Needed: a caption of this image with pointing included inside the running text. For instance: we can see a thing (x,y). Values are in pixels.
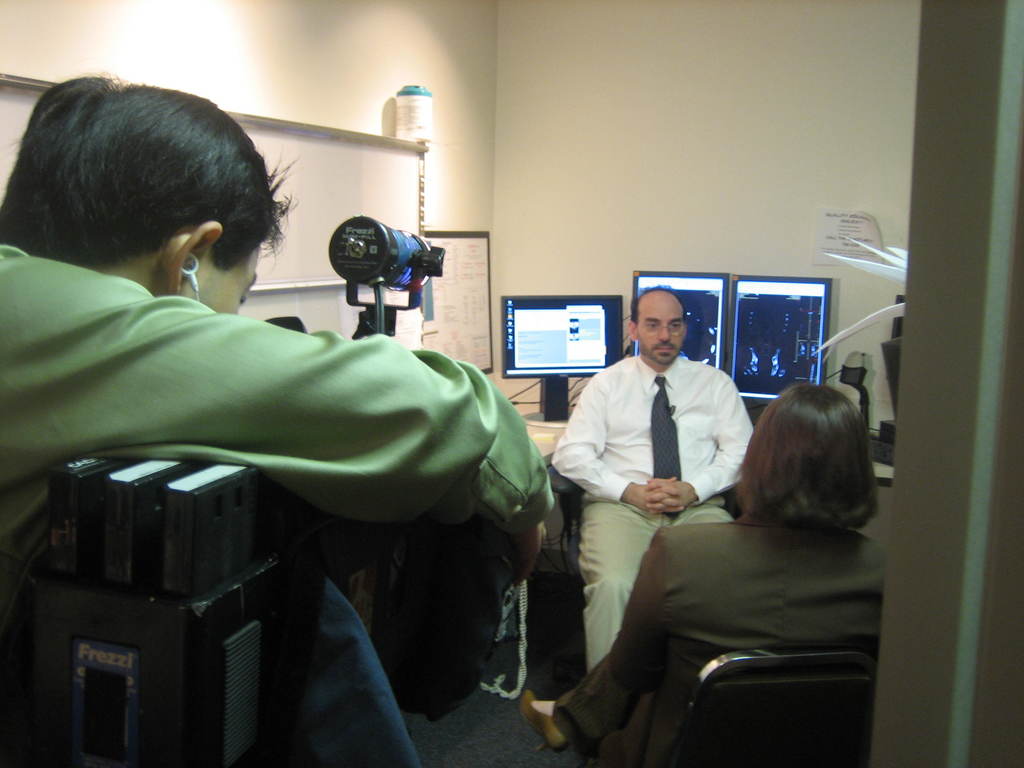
In this picture I can see two persons (595,459) sitting on the chairs (687,754), there is another person (423,355), and there are monitors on the table (529,413), there are papers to the wall (585,234) and there are some other items (865,267).
